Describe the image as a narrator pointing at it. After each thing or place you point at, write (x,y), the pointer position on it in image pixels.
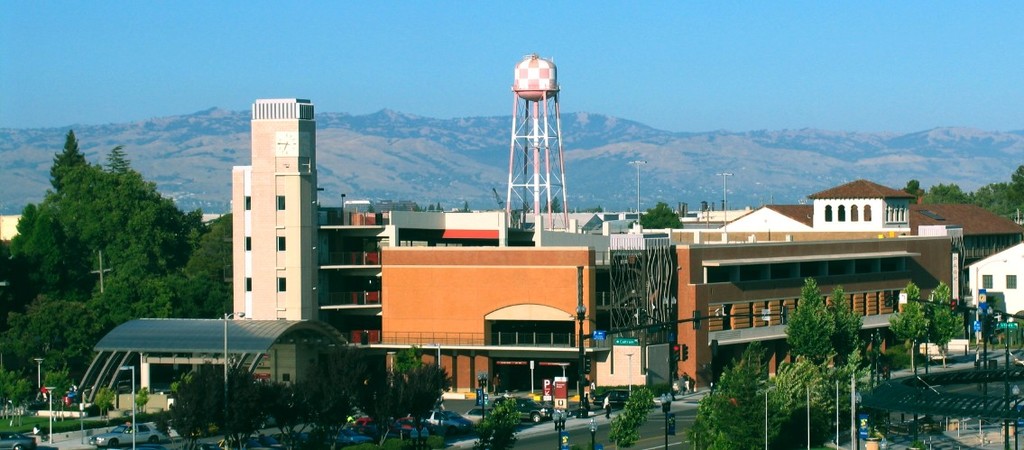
In this image I can see few vehicles (465,426) on the road (523,438). To the side of the road (585,432) I can see many poles (567,437), boards (556,406) and trees (704,439). To the left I can see few more vehicles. In the background (206,275) I can see few more trees (105,255) and buildings (678,340). I can also see the mountains (452,175) and the sky (592,65).
